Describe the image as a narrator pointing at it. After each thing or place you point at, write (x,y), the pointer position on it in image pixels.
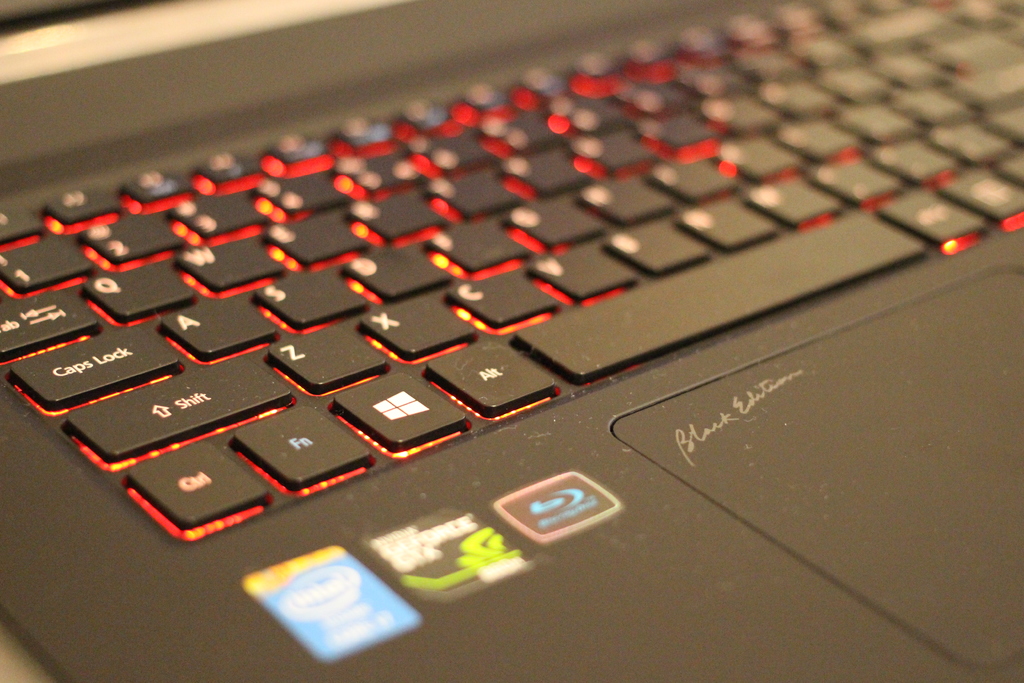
In the picture I can see a keyboard (329,331) of a laptop (414,589). On the laptop (424,541) I can see logo's (441,541). The laptop (453,456) is black in color.
